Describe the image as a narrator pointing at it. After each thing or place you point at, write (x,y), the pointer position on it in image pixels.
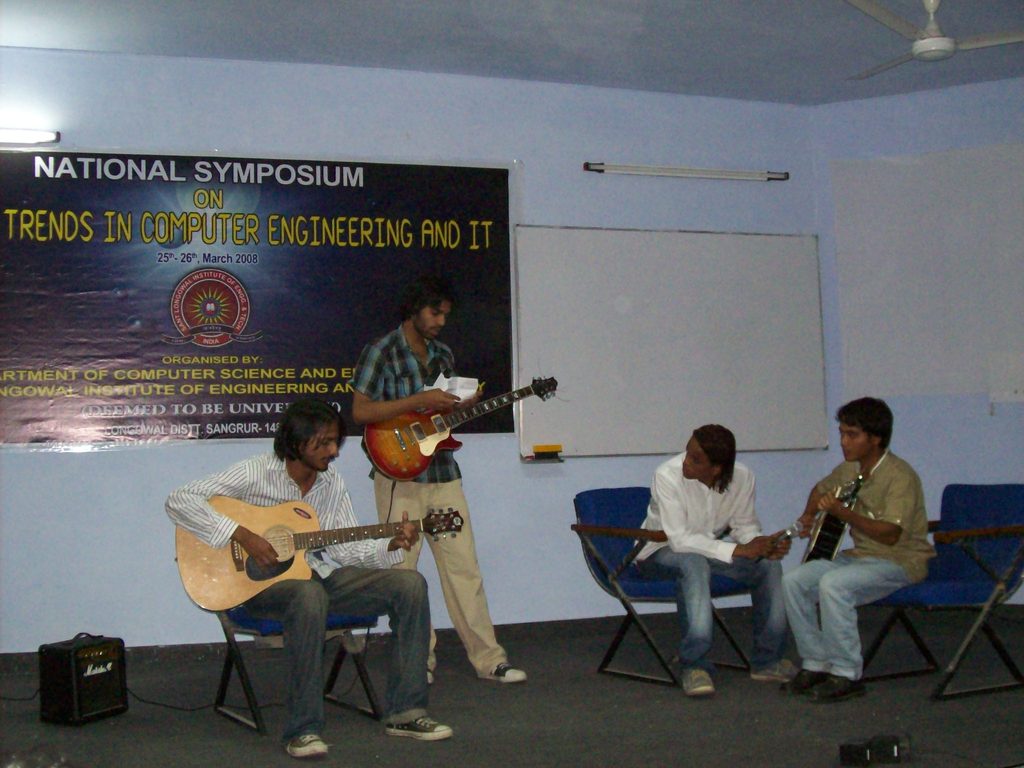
There are 4 people (322,448) on the stage (634,663) performing by playing musical instrument (264,583). Behind them there is a wallboard (757,328), banner (291,306), fan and a light (726,171).
